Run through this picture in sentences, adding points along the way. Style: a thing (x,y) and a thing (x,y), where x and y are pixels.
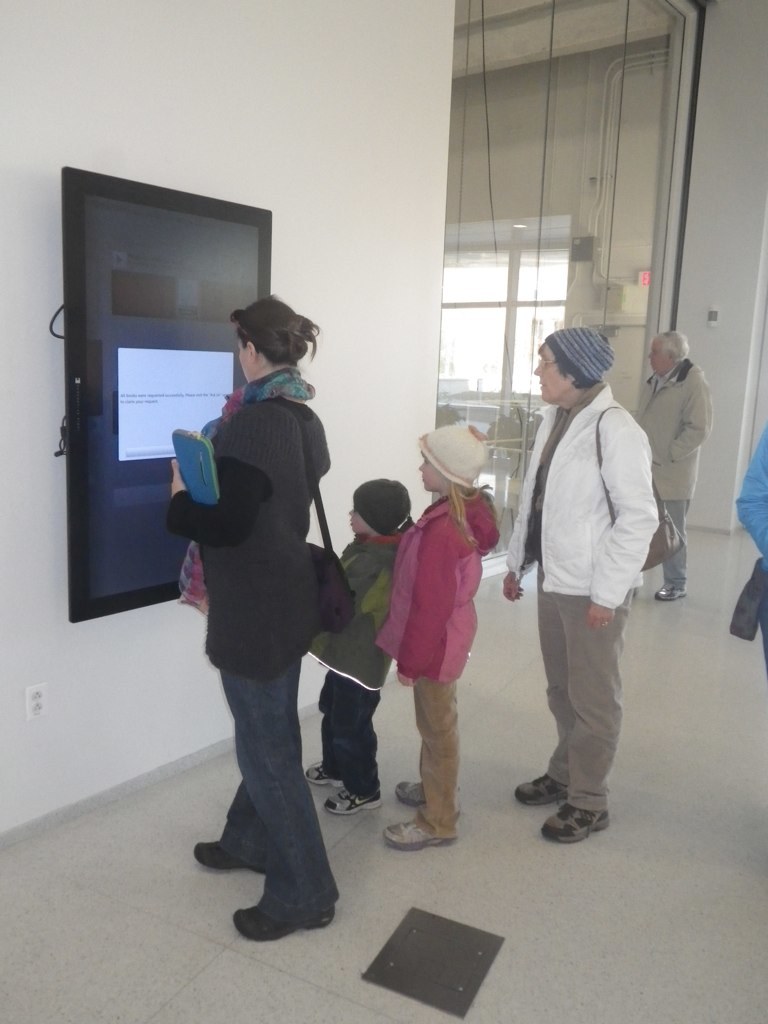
The picture is clicked inside a room (756,400). On the wall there is a screen (168,444) mounted. In front of the screen (158,386) a lady (263,524) is standing. She is holding something. She is carrying a bag (312,549). Beside her there are two kids (380,553). Here an old woman (598,531) is standing. In the background (682,435) an old man (676,409) is walking. In the background (634,250) there is window (516,369), screen (534,339).
